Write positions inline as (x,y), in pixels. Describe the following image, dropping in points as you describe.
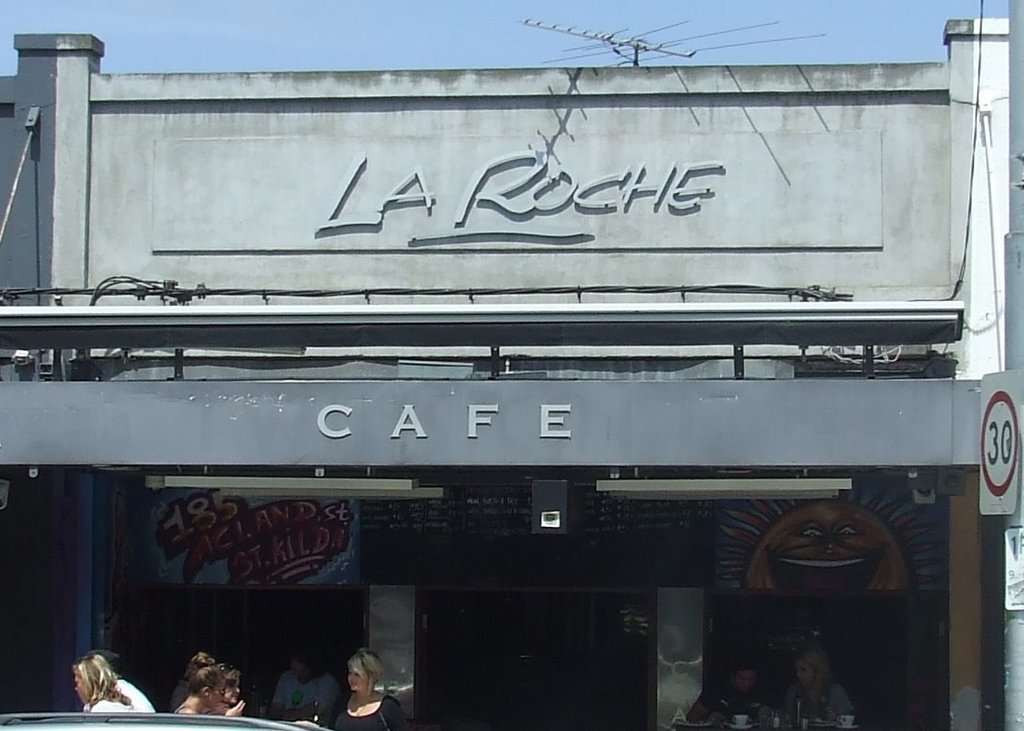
In this image we can see a building (525,153) with some pictures (737,524) and text (426,528) on the walls (477,285). We can also see an antenna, wires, a signboard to a pole (1013,226) and the sky (310,27) which looks clear. On the bottom of the image (383,714) we can see a vehicle (240,726), some people (290,704) and a table (822,728) containing some cups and objects (762,727) on it.
